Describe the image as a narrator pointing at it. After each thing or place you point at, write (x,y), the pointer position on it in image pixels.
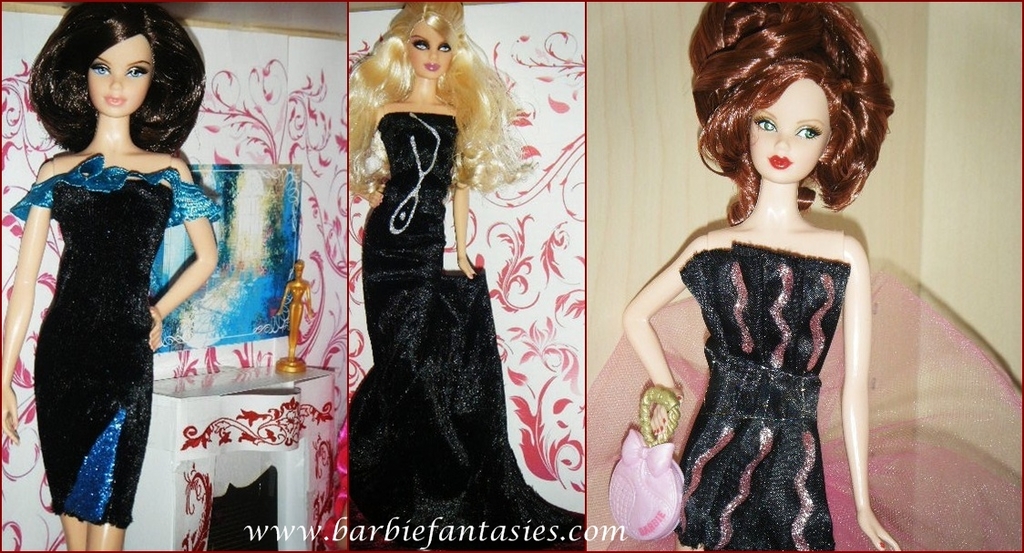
This is collage photos of barbie (714,357) in black dress (504,468). In the first image, behind barbie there is table (250,454), painting (225,206), toy (296,294) and the wall (261,110). In the second and third images behind barbie (868,143) there's a wall (932,291).
